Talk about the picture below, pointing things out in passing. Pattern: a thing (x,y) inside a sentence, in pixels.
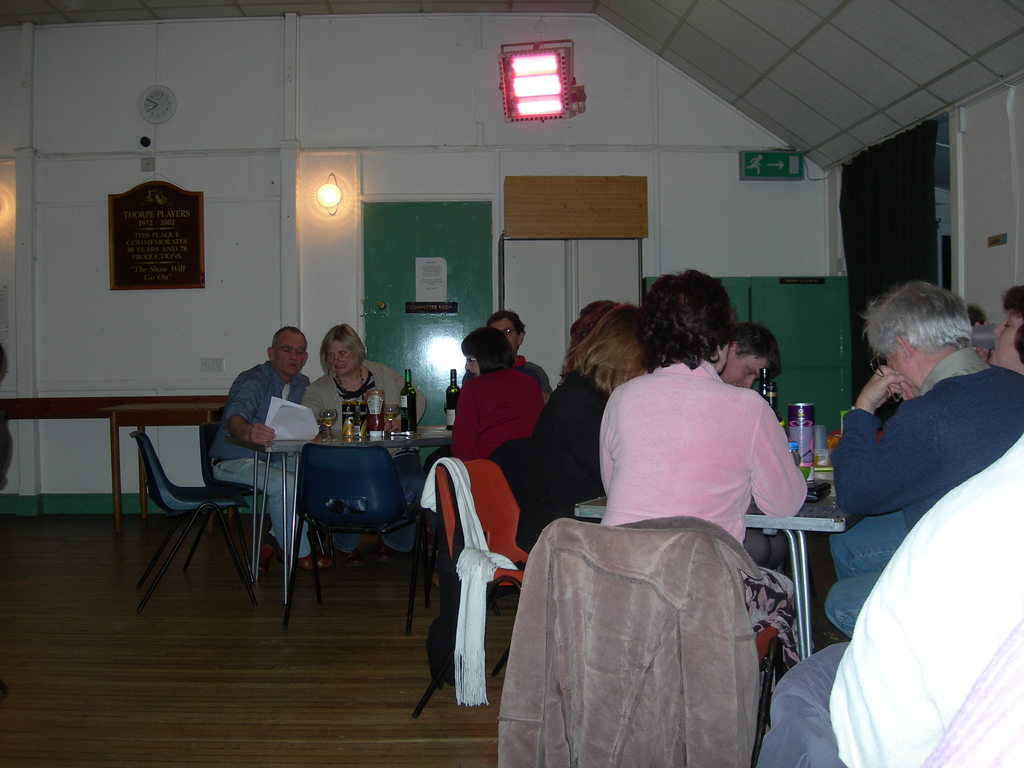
This is a picture clicked inside the room (318,363). In this I can see few people (714,420) are sitting on the chairs (444,515) around the tables (302,450). On the left side of the image (129,240) there is frame (142,241) attached to the wall (261,178). Beside this frame (163,208) there is a bulb (332,197). On the tables (391,436) few bottles (377,418) are arranged. On the right side of the image (887,209) there is a black color curtain (893,195).
